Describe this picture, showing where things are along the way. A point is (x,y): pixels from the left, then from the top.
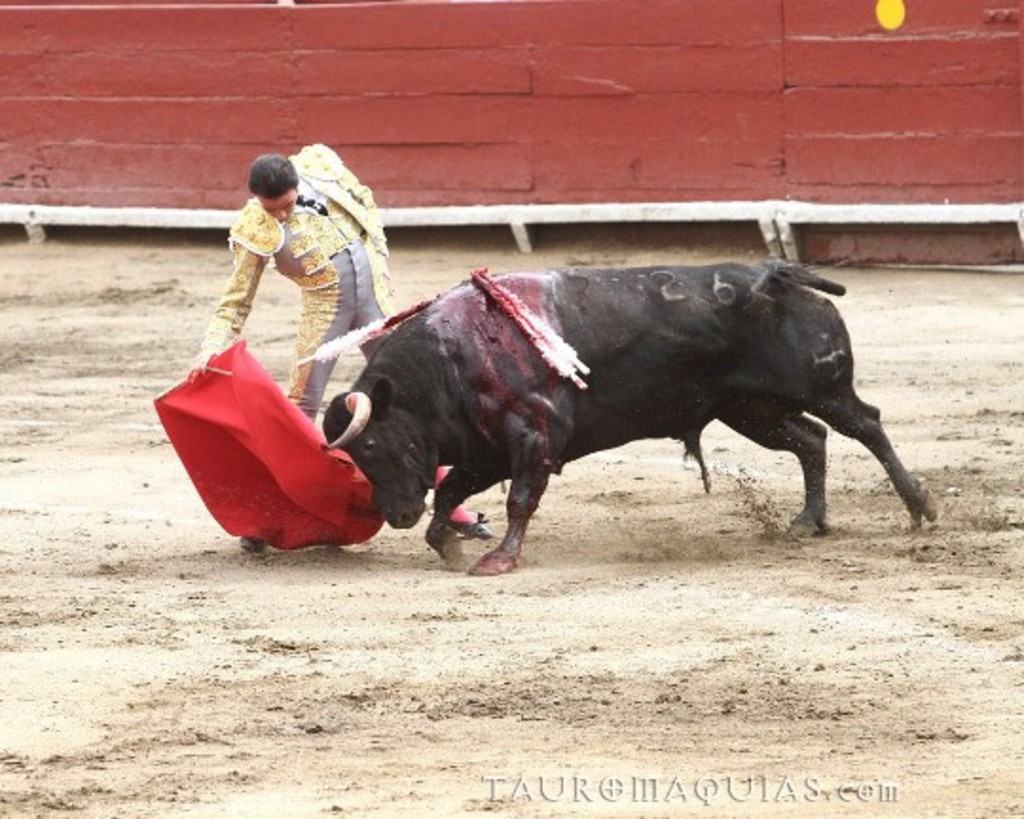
In the center of the image (473,412) we can see a bull (467,454) and a person (334,305) is standing and holding a cloth (258,411) and we can see he is in a different costume (363,251). And we can see some objects (497,287) on the bull (494,322). At the bottom right side of the image (791,789), we can see some text (714,800). In the background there is a wall (619,170).
